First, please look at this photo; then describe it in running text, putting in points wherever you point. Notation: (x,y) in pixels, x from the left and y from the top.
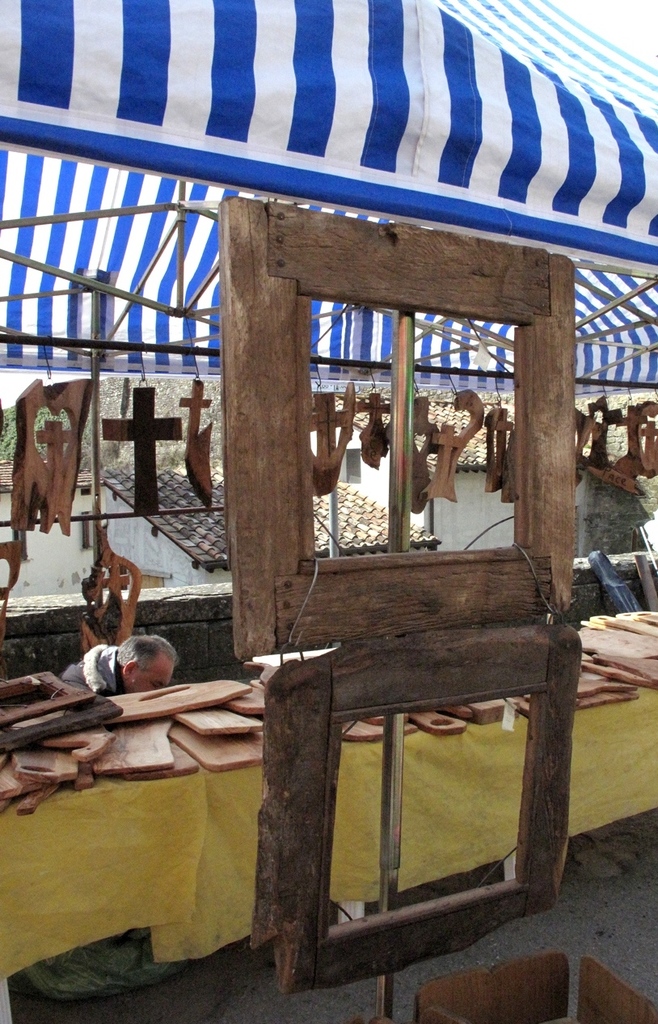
In this image in the foreground (307,296) there are wooden frames (321,635) and there is a pole (409,351), in the background (65,478) there are wooden objects (147,416) and there is a table (240,813). On the table (585,750) also there are wooden things (615,669), and at the top of the image (266,152) there is a tent (159,215) and some poles (204,289). In the background (360,429) there are houses (60,562), and at the bottom (477,985) there is floor (592,954) and there is one box (522,978).
